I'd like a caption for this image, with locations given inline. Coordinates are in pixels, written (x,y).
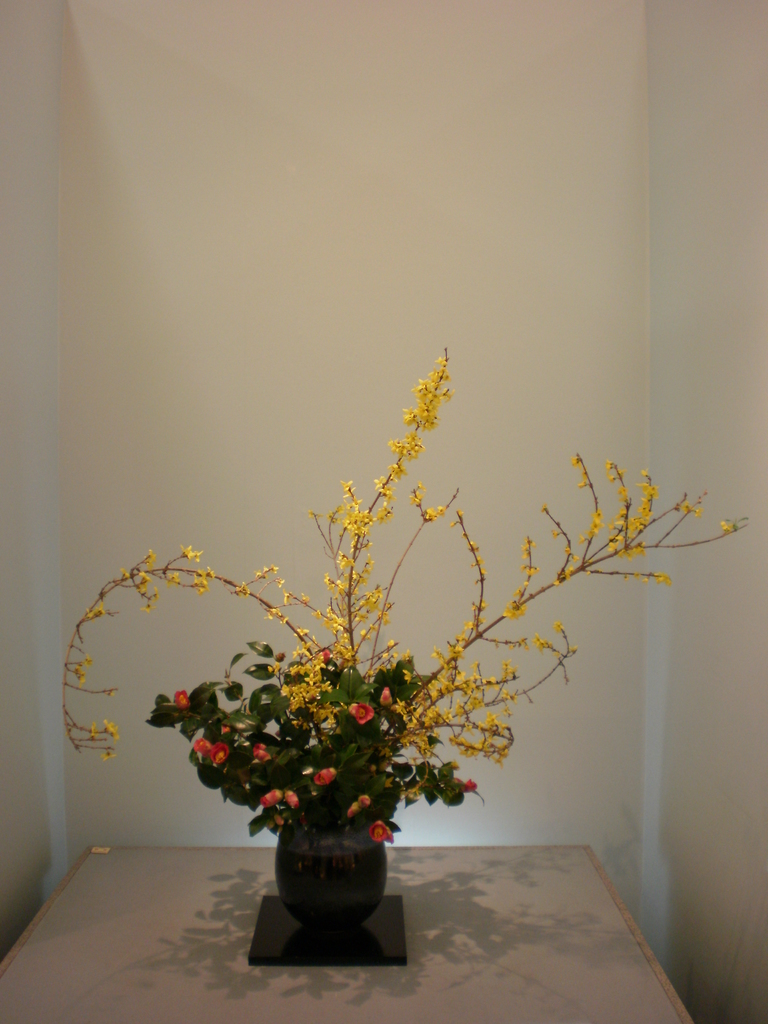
In this image there is a flower pot (349,839) with flowers (355,751) in it, the pot (378,854) is on top of a table (306,972).
